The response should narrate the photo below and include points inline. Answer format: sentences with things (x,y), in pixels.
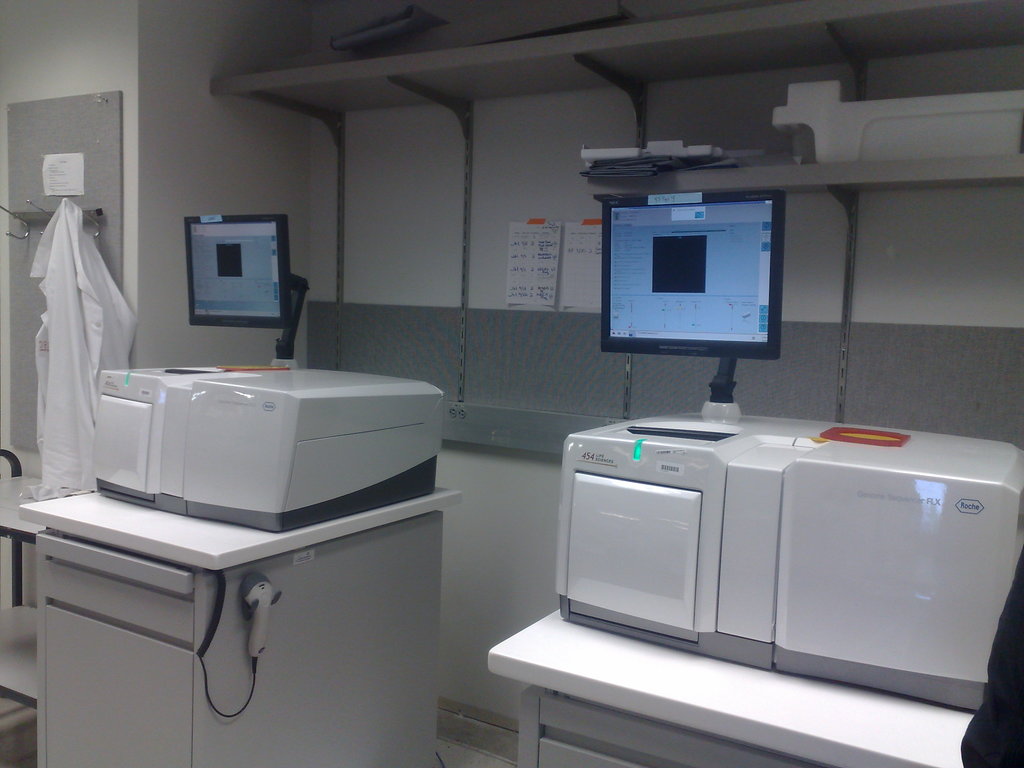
In this picture I can observe an equipment (217,407). There are two screens (261,272) on these equipment (683,473). On the left side (78,322) I can observe an apron (47,346). In the background (388,338) there is a wall (439,183).
